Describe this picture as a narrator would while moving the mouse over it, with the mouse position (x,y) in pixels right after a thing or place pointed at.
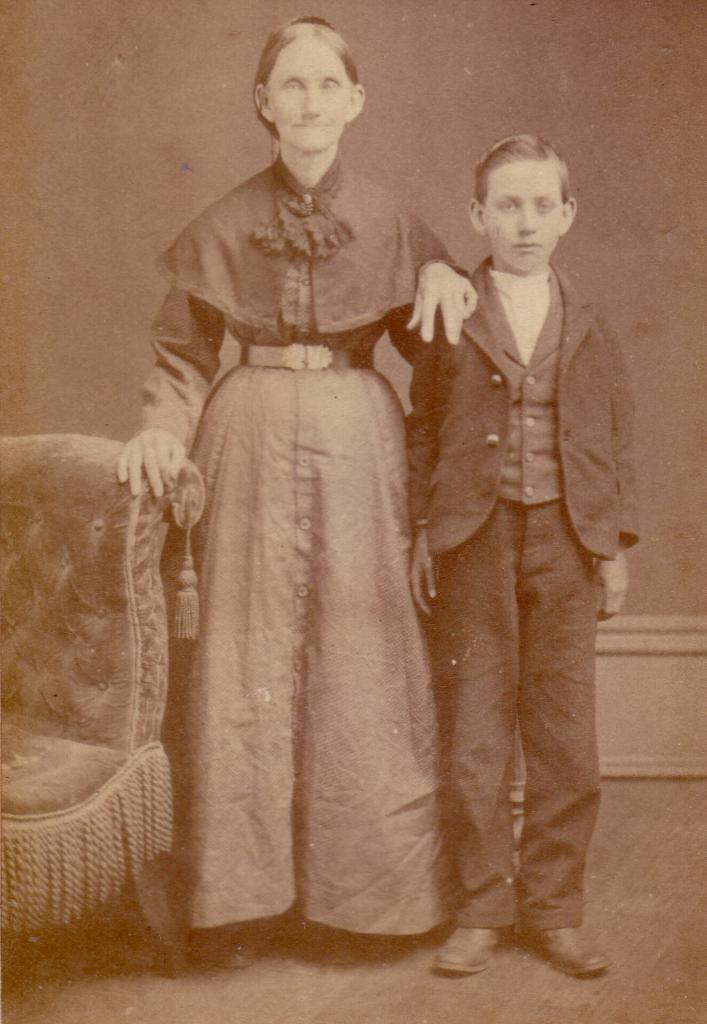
In this picture, we can see a two persons (292,823) and one person (157,445) is resting her hands (138,483) on the chair (191,517), and we can see the ground (666,912), chair (26,571), and the wall (32,244).
